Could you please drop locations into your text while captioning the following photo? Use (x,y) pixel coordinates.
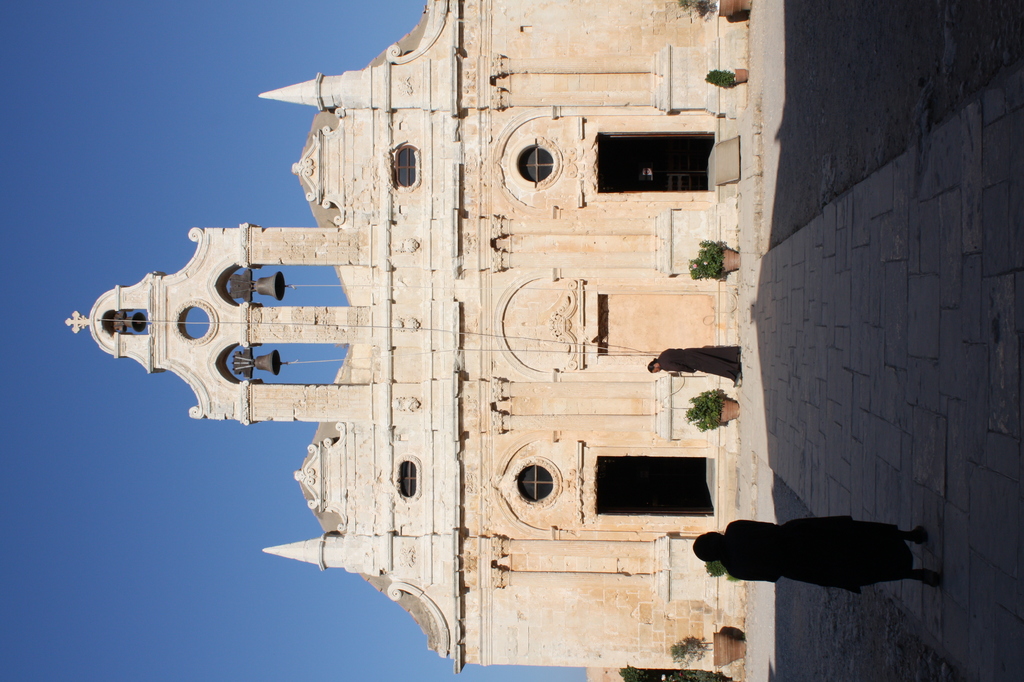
In the foreground of this image (792,576), there are two people (725,364) standing on the pavement (949,442). We can also see few potted plants (697,415), a building (448,265) and the sky (180,120).
